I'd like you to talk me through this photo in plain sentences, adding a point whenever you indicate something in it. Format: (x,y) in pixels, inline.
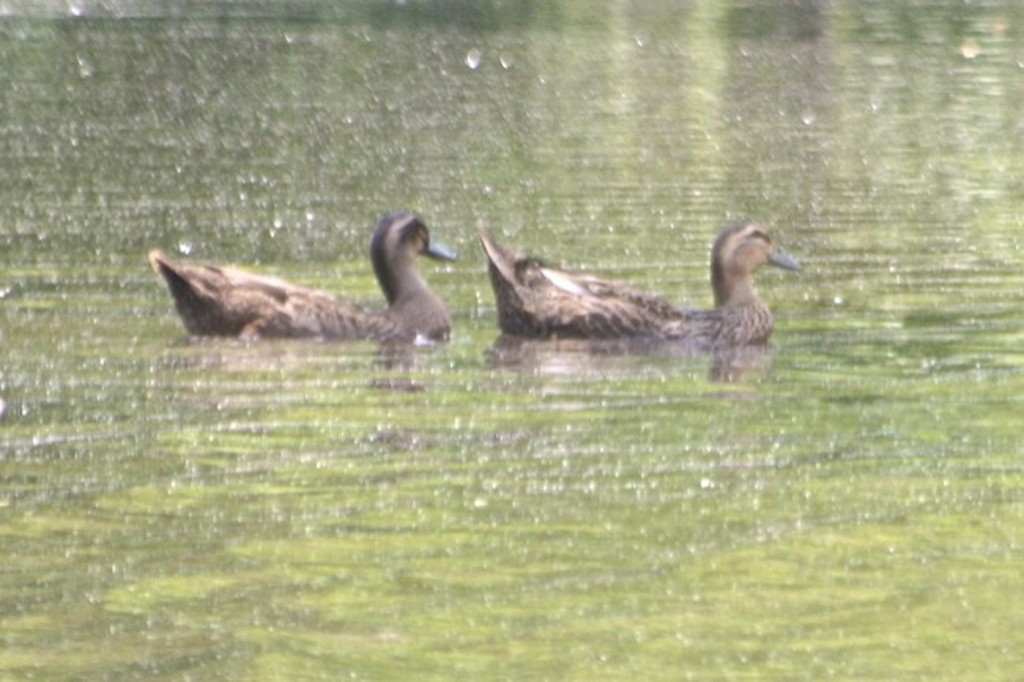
In this picture I can see couple of ducks (424,243) in the water (532,147).
